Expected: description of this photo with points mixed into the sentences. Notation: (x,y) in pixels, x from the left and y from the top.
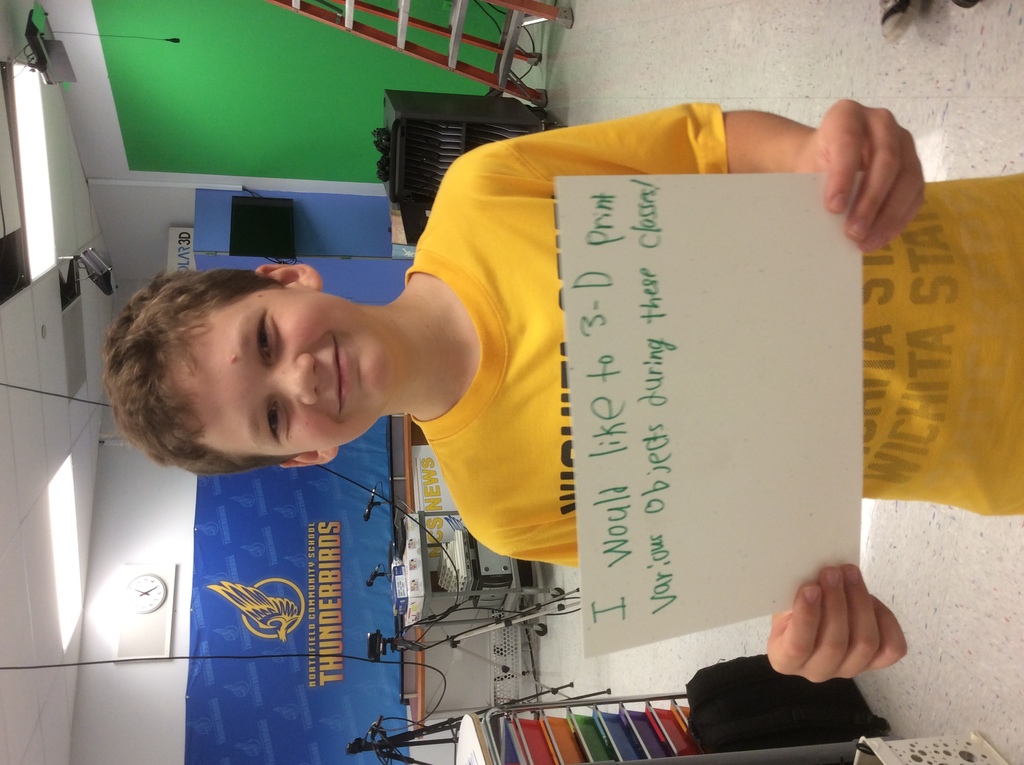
This image is clicked inside. There are lights (48,183) on the left side (33,140). There is a boy (513,319) in the middle (471,331). He is holding a paper (784,536). There are mikes (376,496) at the bottom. There is a ladder (540,6) at the top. There are stands (366,734) at the bottom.
